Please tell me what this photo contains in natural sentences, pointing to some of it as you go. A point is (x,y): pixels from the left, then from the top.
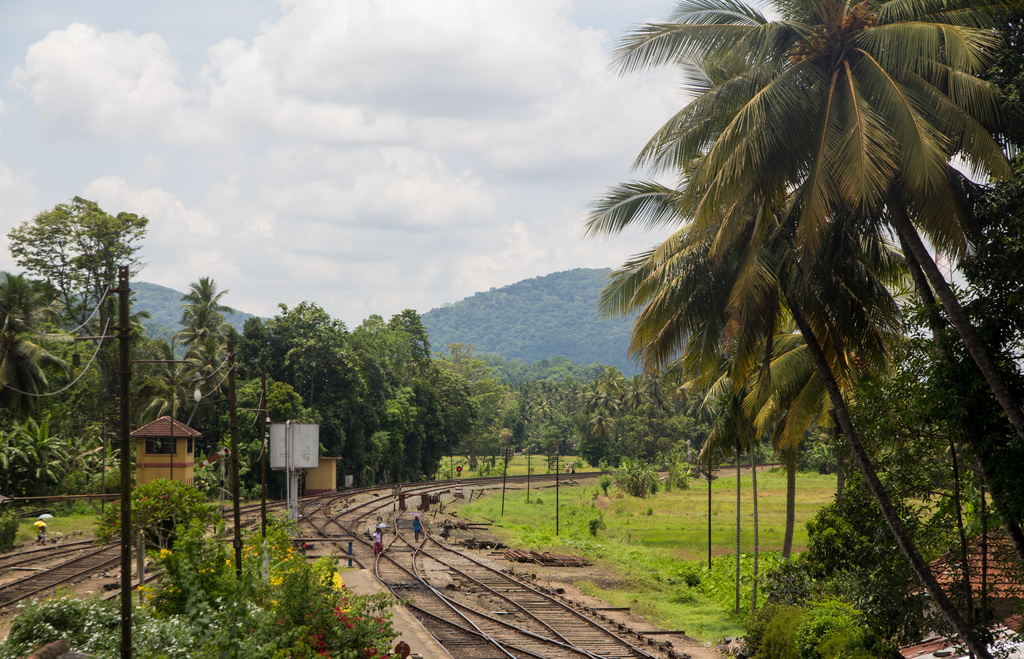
In this image there are trees (215,414) and poles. At the bottom (530,610) there are railway tracks (507,624) and we can see people (414,533). There are flowers (254,575) and we can see sheds (989,594). In the background (475,332) there are hills (466,331) and sky (515,179).
